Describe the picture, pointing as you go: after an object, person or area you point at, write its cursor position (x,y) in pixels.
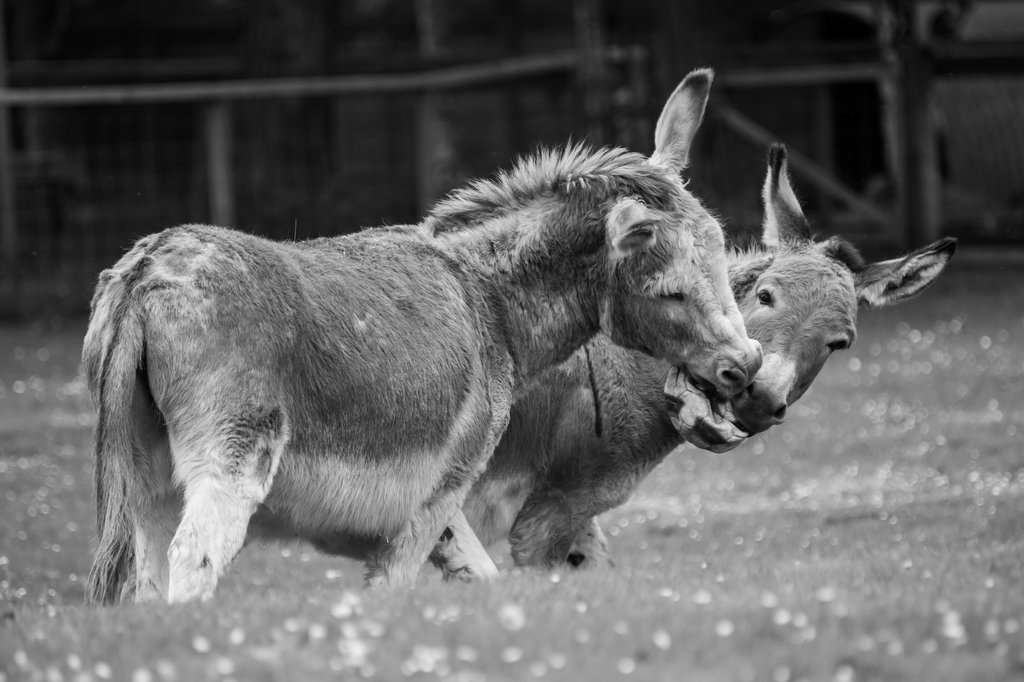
In this image we can see two donkeys (607,493) playing and in the background of the image (240,183) there is fencing (372,217).
